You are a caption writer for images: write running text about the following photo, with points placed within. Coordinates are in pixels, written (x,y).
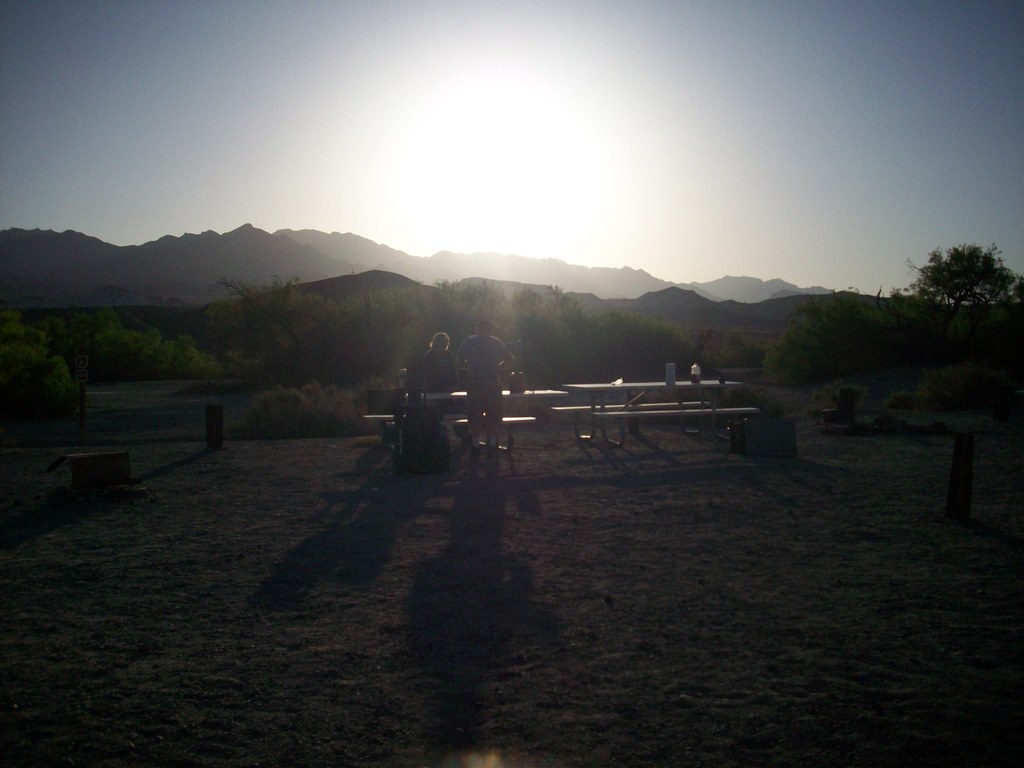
In this picture I can see the benches (557,396). I can see two people (498,392). I can see trees (248,320). I can see the hills (486,285) in the background (104,267). I can see the sun (507,102) in the sky (622,119).
